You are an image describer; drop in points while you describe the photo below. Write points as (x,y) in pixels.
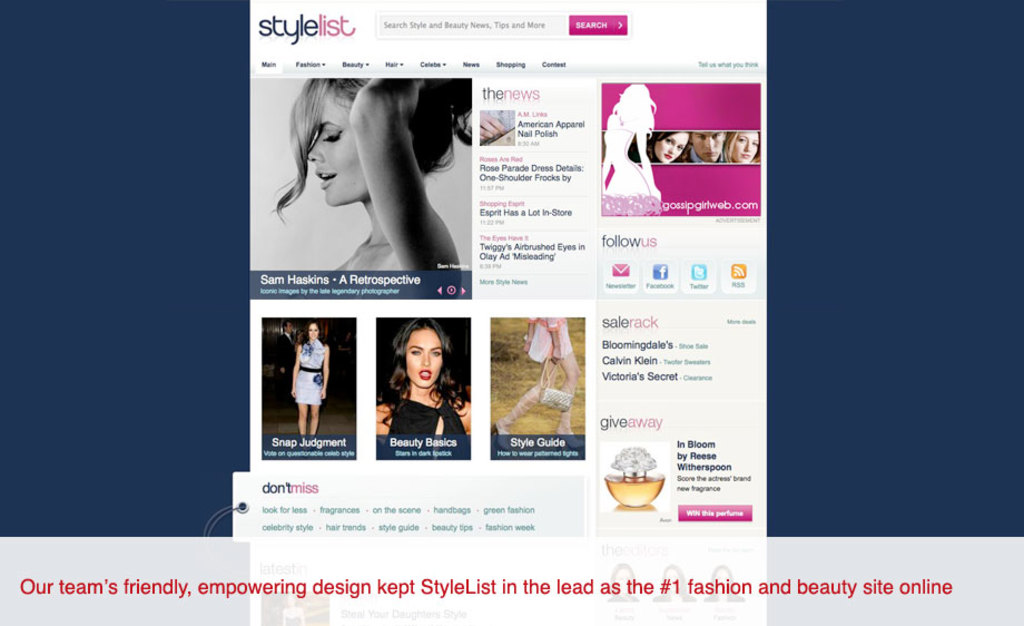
In this image there is a screenshot (709,53) on that there are images of women (451,360) and there is some text (871,590).
